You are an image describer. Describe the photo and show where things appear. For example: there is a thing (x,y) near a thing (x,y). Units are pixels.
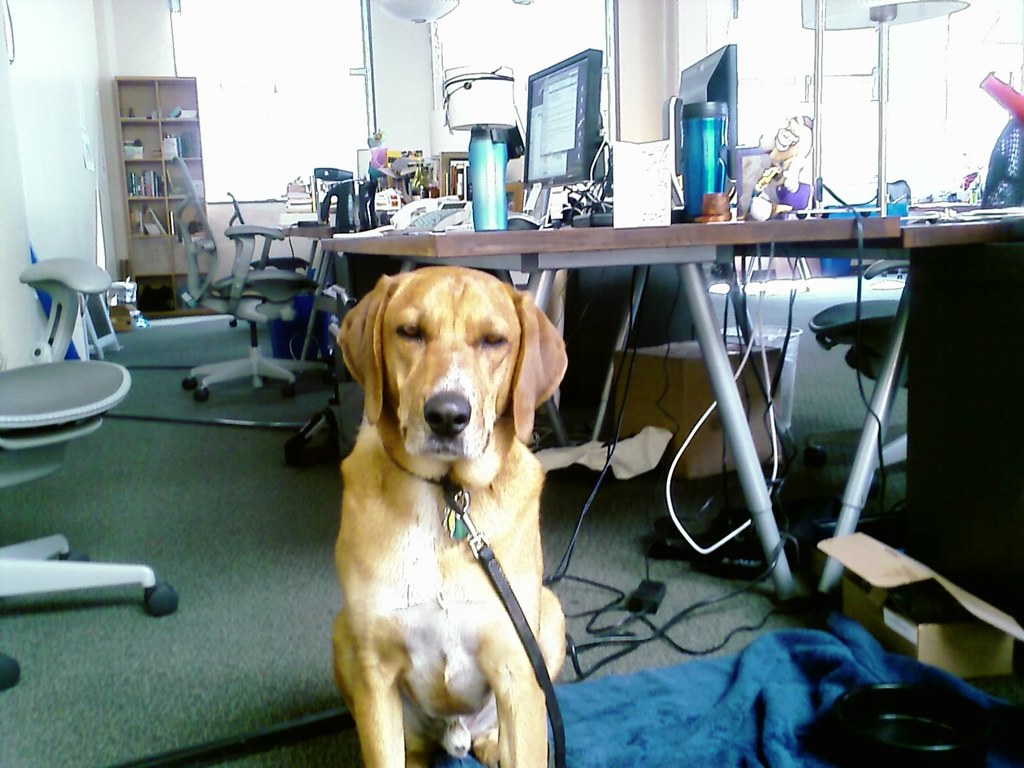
In this image I see a dog (402,493) which is of white and cream in color and I see the blue color cloth (720,669) over here. In the background (736,201) I see the desks (607,240) on which there are 2 monitors (725,86), 2 bottles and many other things (436,183) and I see the chairs (56,282) and I see the rack (156,127) over here on which there are few things (157,184) and I see the wall (119,51) and I see the wires (870,413) over here.
